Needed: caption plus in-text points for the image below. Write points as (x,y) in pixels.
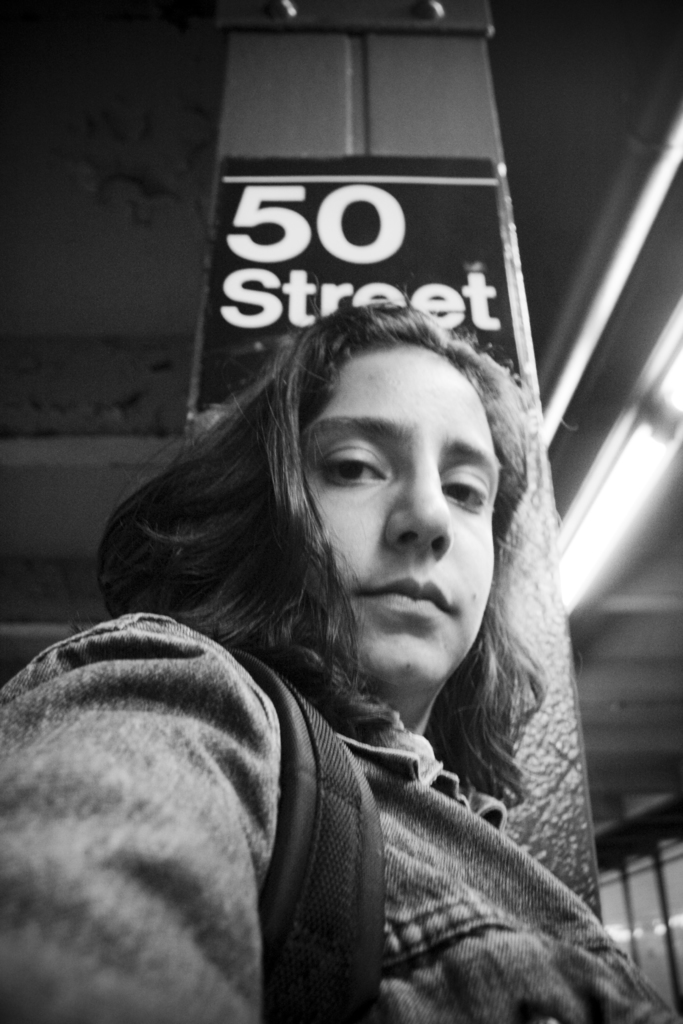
In the foreground (348,666), I can see a person (459,612). In the background (446,312), I can see a board (471,267), pillar (317,211) and lights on a rooftop (105,92). This image is taken, maybe in a hall (109,304).
